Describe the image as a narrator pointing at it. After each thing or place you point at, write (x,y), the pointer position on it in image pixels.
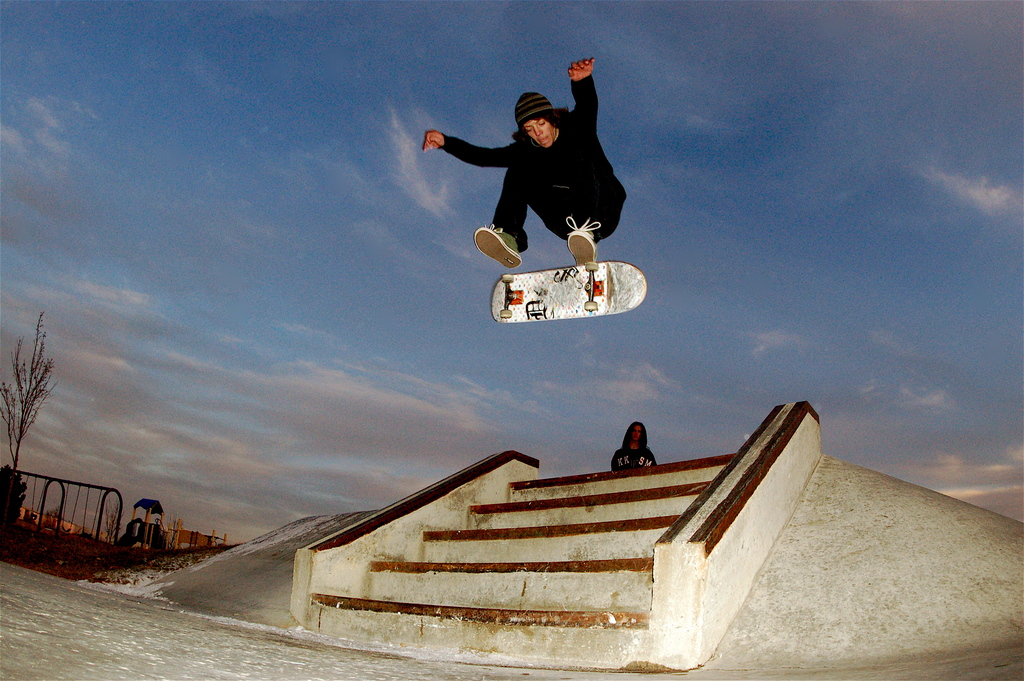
In this image there is the sky (264,287) towards the top of the image (726,67), there are clouds (270,375) in the sky (277,317), there is a woman (643,439) standing, there is a man (543,190) jumping, he is wearing a cap (531,116), there is a skating board (546,306), there are staircases (557,557), there is ground (180,645) towards the bottom of the image (103,646), there is a tree (18,444) towards the left of the image (31,382), there are objects (155,527) towards the left of the image (145,519).
